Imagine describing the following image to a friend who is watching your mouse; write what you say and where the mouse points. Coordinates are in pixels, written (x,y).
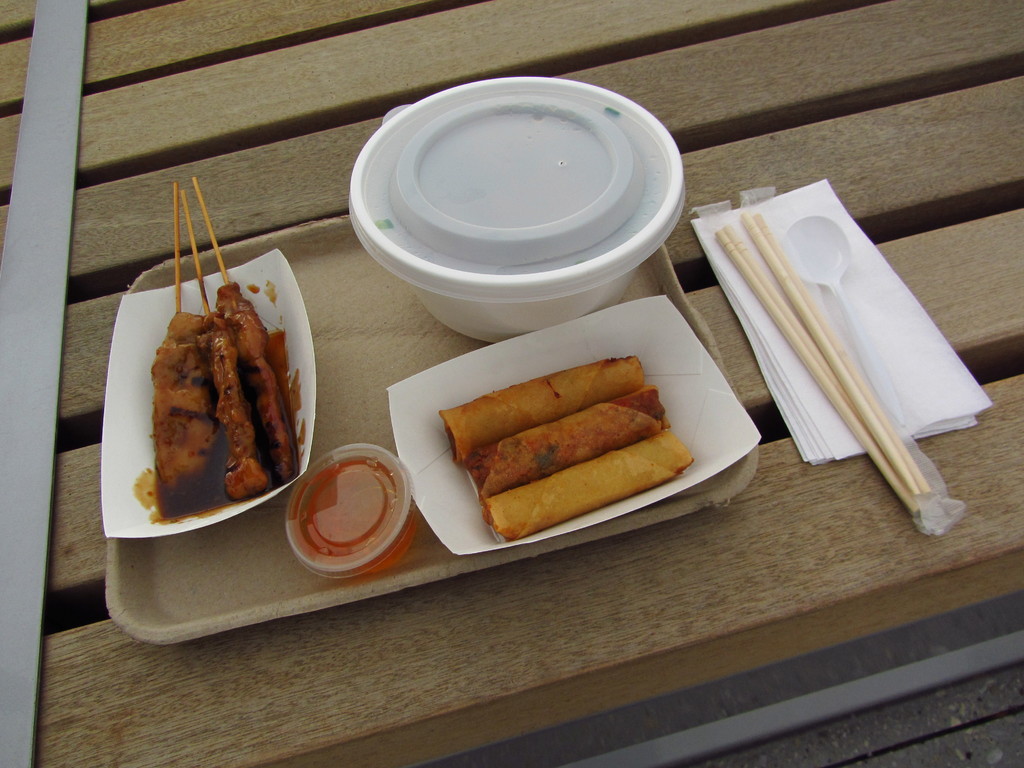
In this image there is a table (388,58) on which tray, tissue papers (838,430), spoon (860,334), bowl (619,245), plate (712,379) and food items (458,461) are kept. This image is taken outdoors.
